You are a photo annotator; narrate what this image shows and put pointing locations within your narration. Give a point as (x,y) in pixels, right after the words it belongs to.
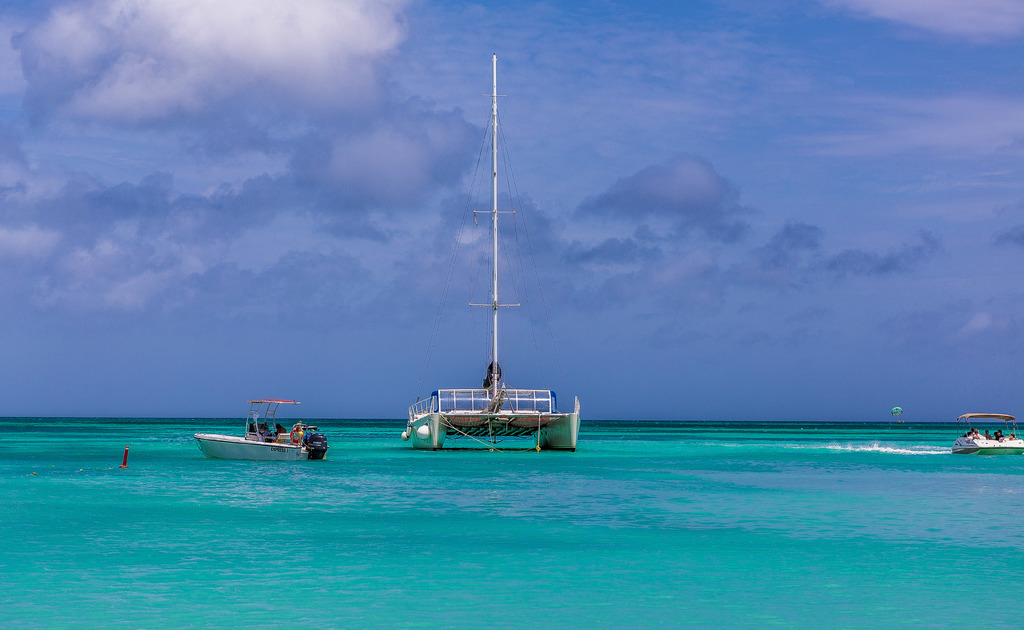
In the picture we can see a water (487,501) which is blue in color and with a boat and people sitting in it and on another boat (530,426) we can see a pole (494,384) with some wires (488,309) to it and besides, we can see another boat (959,418) with people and in the background (412,262) we can see a sky (412,262) with clouds (153,270).
